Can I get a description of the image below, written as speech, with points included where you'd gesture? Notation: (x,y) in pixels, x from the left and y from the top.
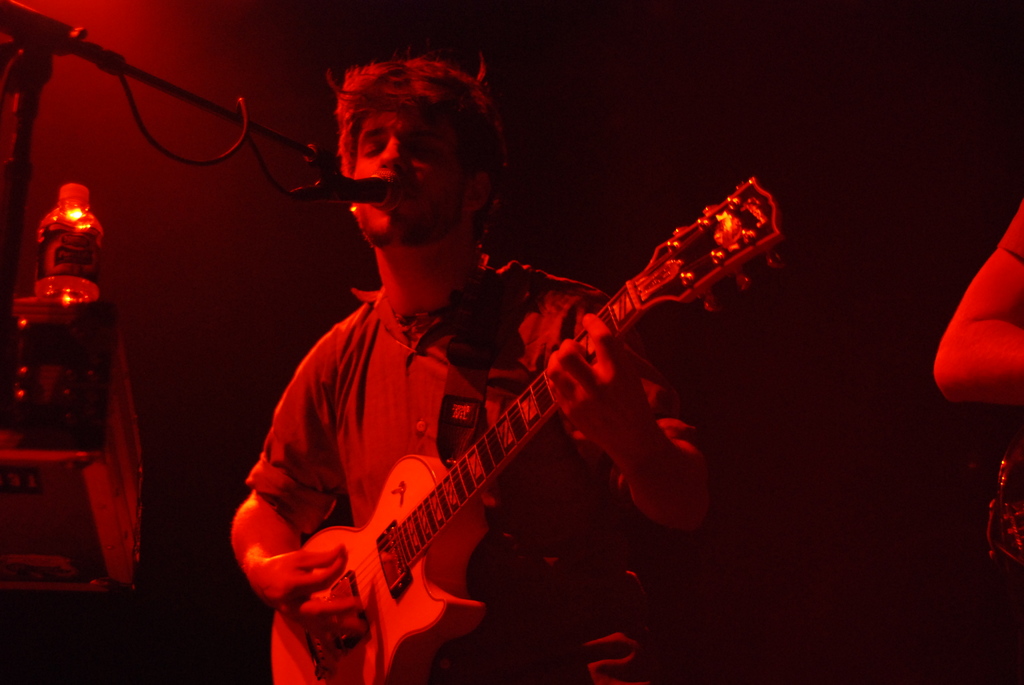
In this image I can see a man (520,500) is playing a guitar (404,484) in front of a microphone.
